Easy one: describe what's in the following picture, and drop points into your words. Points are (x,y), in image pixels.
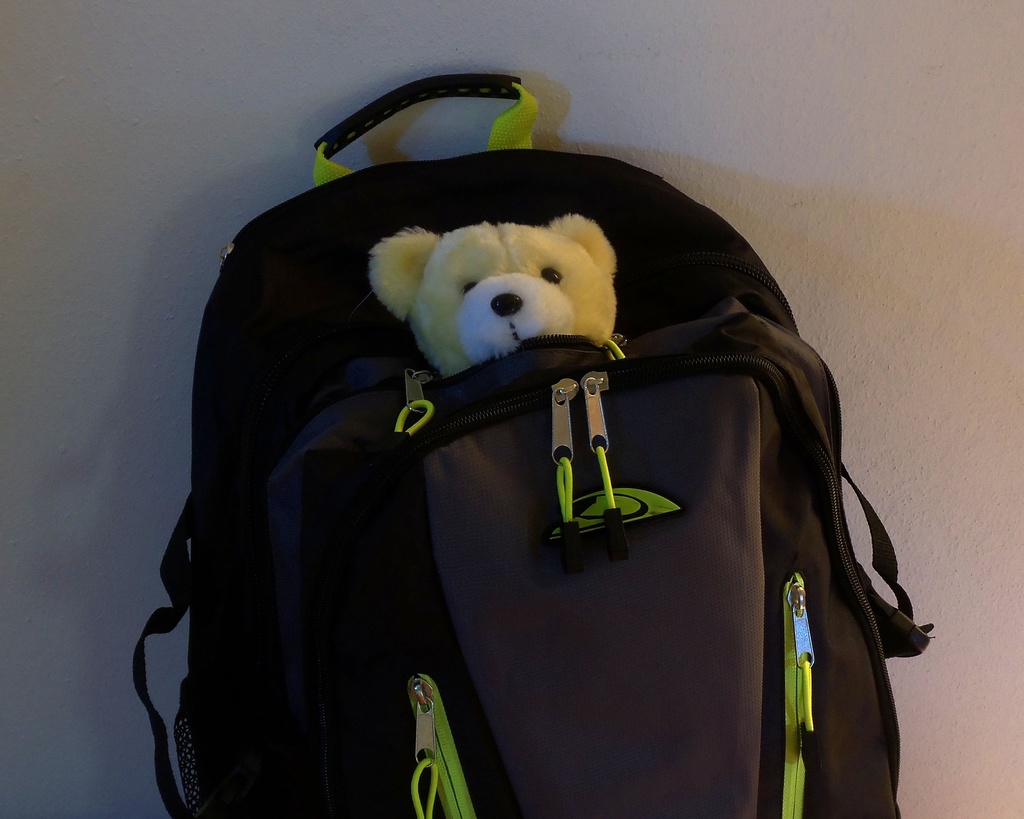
There is a bag (480,435) with a teddy (494,336) inside the bag (494,448) partially visible.
